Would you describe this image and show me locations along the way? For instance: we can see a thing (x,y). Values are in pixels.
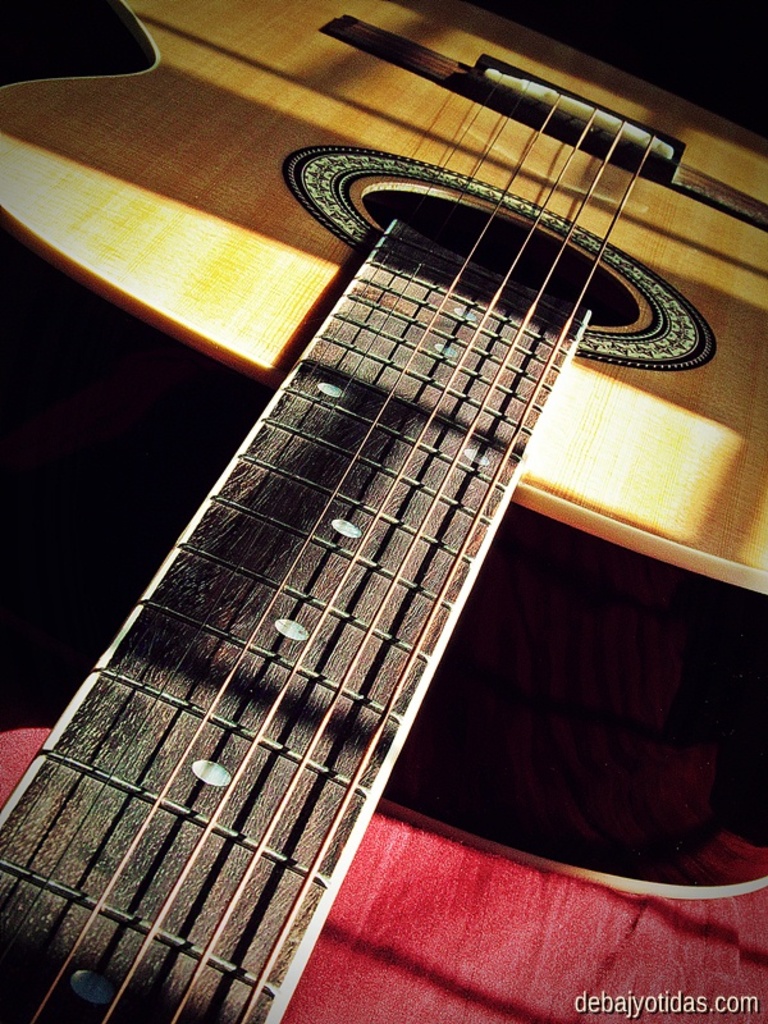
This picture shows a guitar (427,704).
